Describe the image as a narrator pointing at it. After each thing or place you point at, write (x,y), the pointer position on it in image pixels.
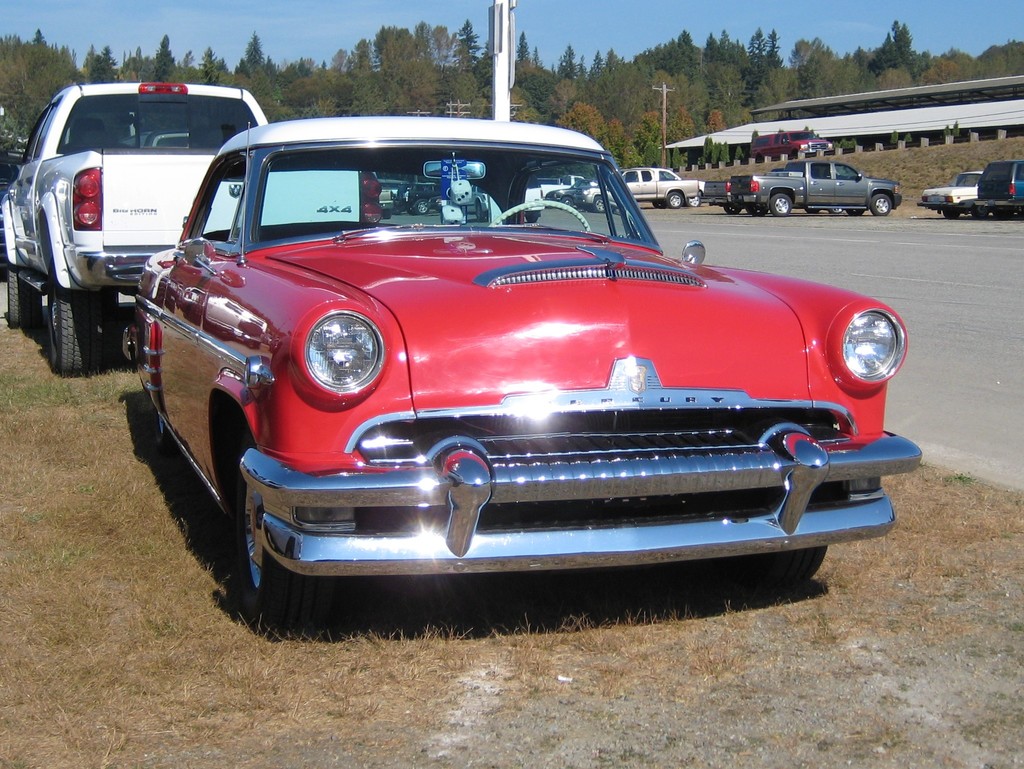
In this image we can see many cars (645,230). And we can see the road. And we can see the shed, poles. And we can see the trees (618,116), dried grass (24,637). And we can see the sky (555,49) at the top (604,39).
